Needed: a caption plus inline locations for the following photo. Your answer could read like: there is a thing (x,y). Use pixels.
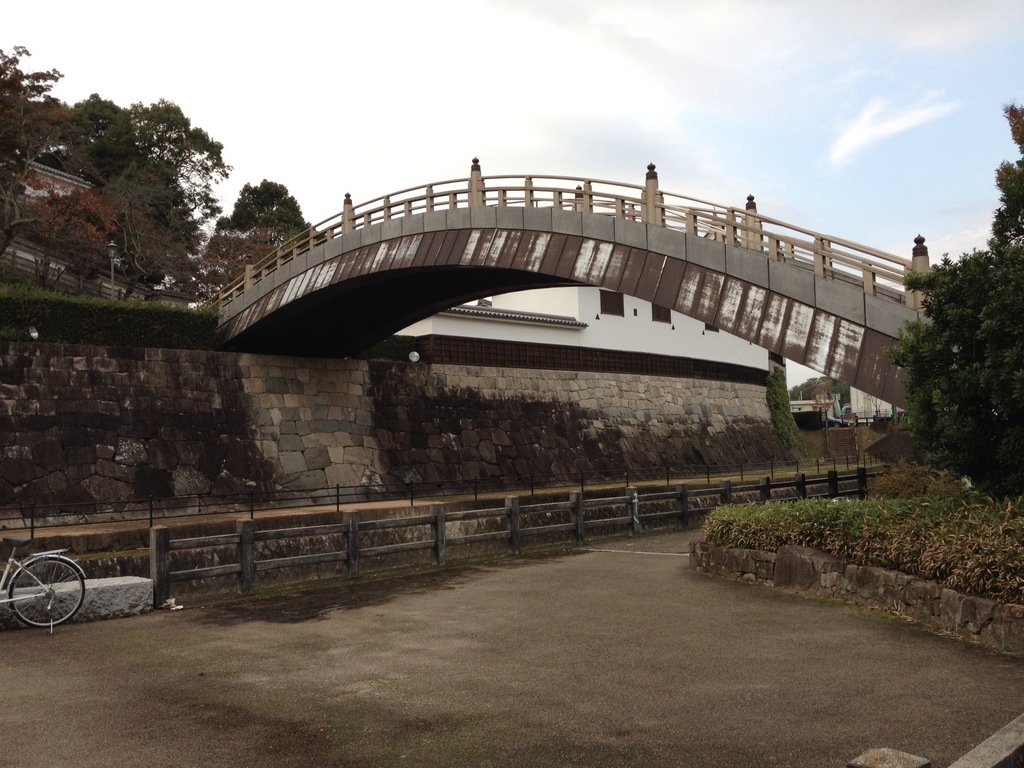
In this picture there is a bridge (866,363). On the left (52,597) there is a bicycle (37,561) which is parked near to the wooden fencing (197,544) and stone wall (178,477). In the top left (44,207) there is a building (36,189), beside that we can see many trees (77,221). At the top (716,107) we can see sky (654,43) and clouds (654,45). On the right (945,446) we can see the plants (972,547).
